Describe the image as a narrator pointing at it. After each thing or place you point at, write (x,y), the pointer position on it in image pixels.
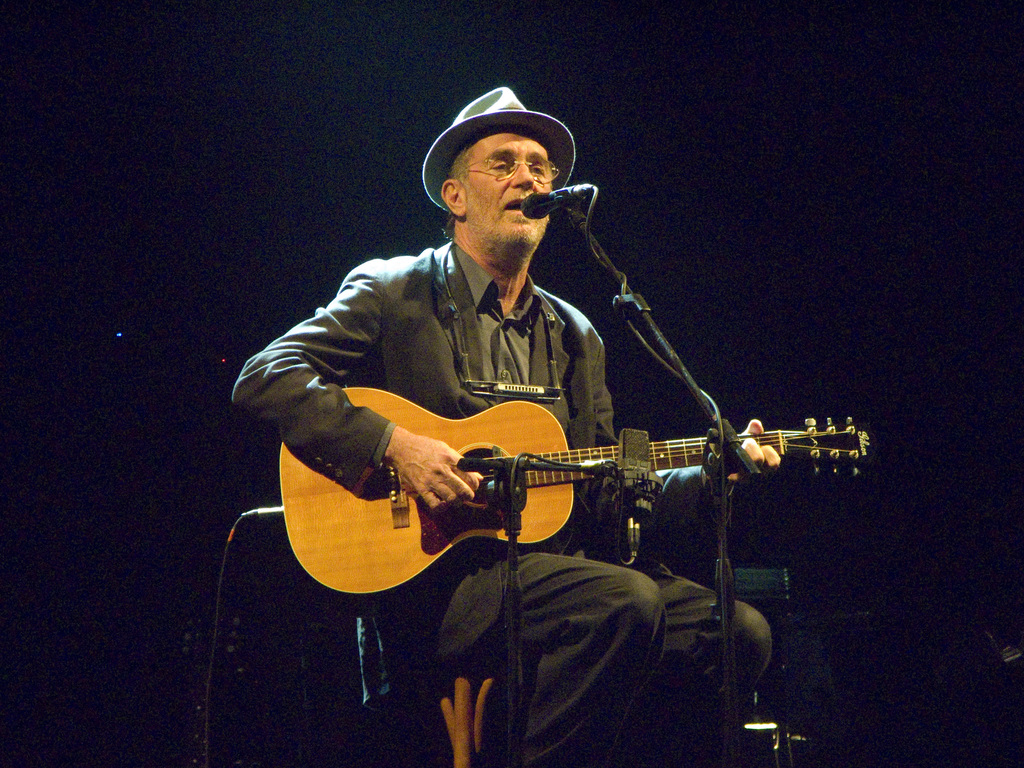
IN this picture we can see a man (450,470) sitting on the chair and holding a guitar (463,431) and playing it in front of a mike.
